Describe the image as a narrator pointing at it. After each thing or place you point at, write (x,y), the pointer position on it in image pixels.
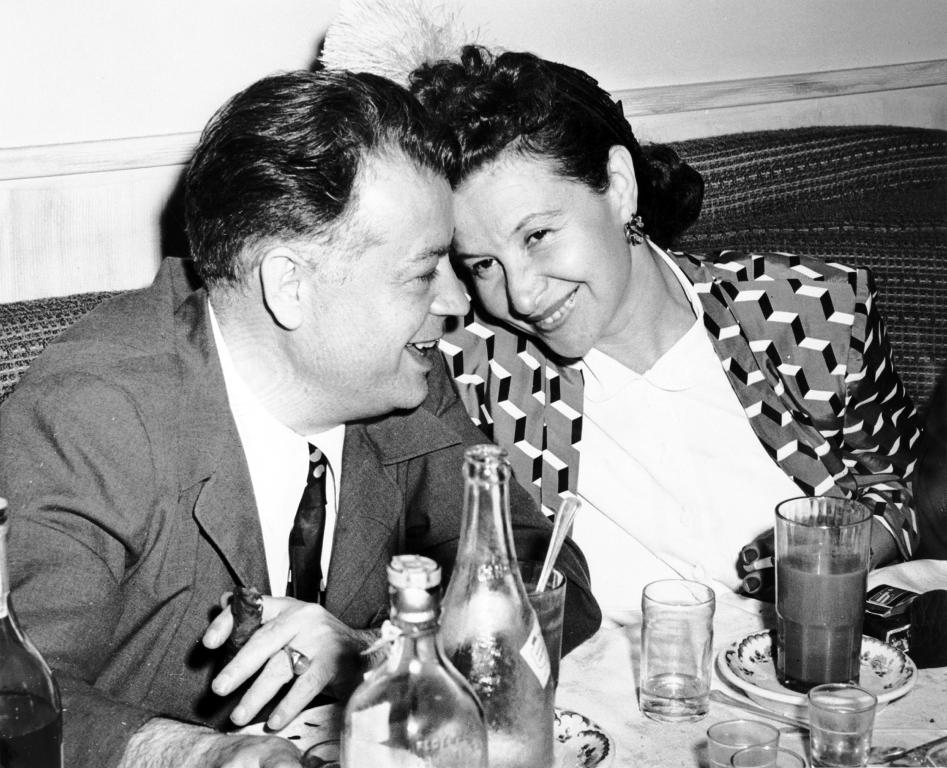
In the center of the image (380,308) there is a man (321,377) and woman (544,349) sitting on the sofa (34,310). At the bottom of the image (361,722) we can see bottles (402,671), glasses (658,639), beverage (798,633), plate (753,693) placed on the table (640,744). In the background (583,59) there is wall (243,78).
